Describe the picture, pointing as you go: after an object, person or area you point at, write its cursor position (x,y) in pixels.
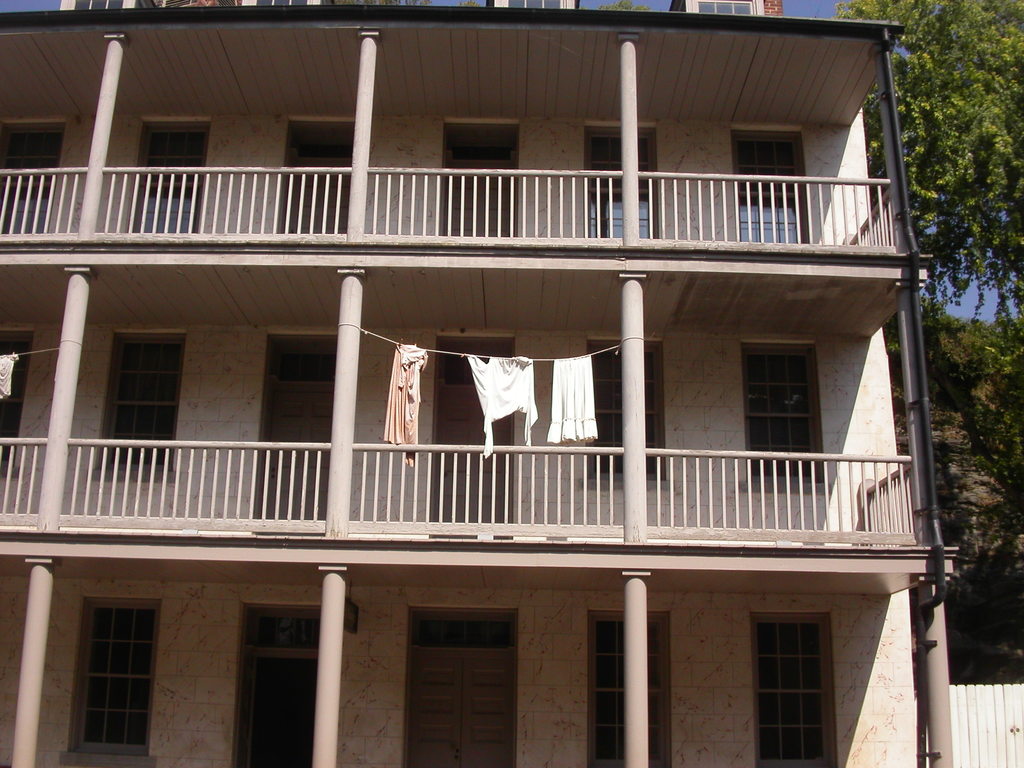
In this picture there is a building (776,290) in the center of the image (354,350) and there is a boundary (953,746) and trees (1001,287) on the right side of the image (1014,106) and there are clothes (523,392), which are hanged on the rope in the center of the image (560,393).
